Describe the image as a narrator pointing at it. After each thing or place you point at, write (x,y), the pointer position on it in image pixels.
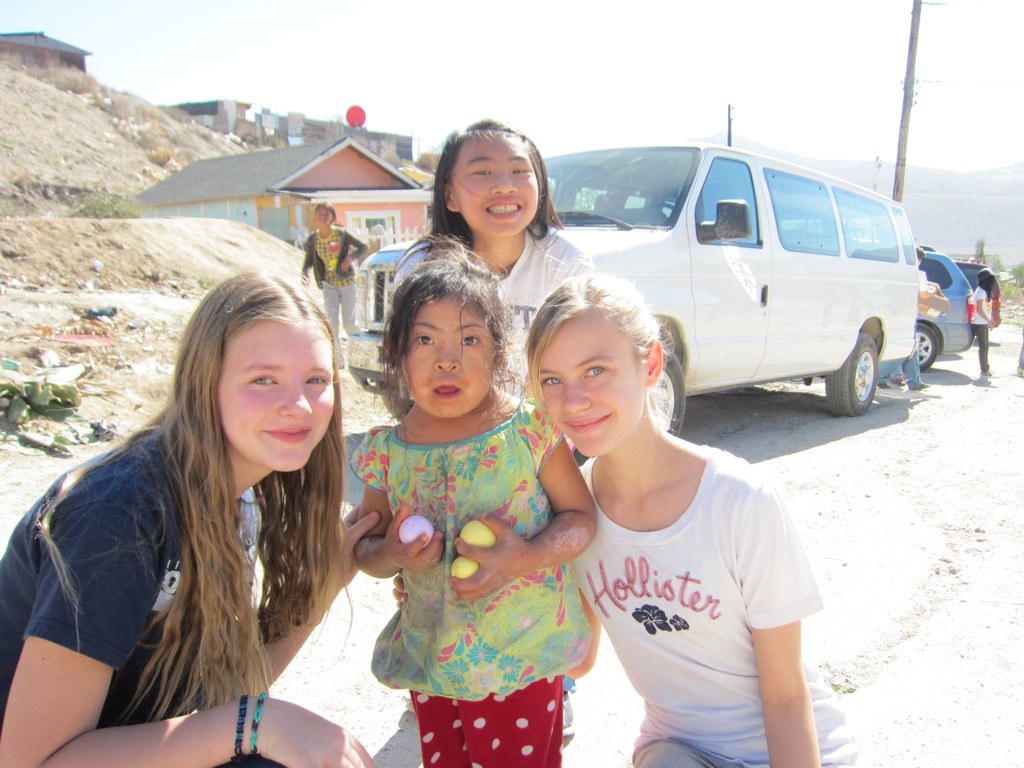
In this image a girl (492,347) is standing on the land (406,695) and holding few balls (406,521) in her hand (401,558). There are few women (671,728) around her. Behind them there are few vehicles (759,351) on the land (784,475). There are few persons (900,386) walking and few persons (986,353) are standing on the land (740,390). There are few houses (327,162). Right side there is a pole (912,25), behind there is a hill (777,153). Top of image (676,97) there is sky (624,97).
